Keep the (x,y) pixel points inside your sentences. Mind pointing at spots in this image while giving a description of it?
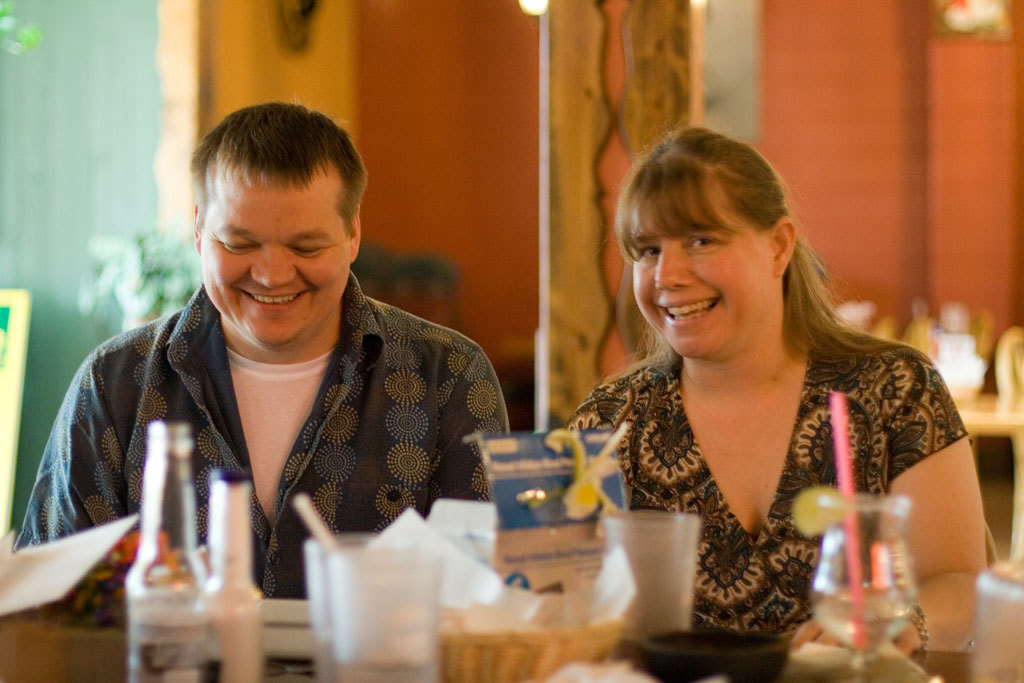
In this picture I can see there is a man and a woman (775,588) sitting on the chair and they have a table (317,667) in front of them. There are few glasses (347,564), tissues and other objects (234,632) placed on the table (81,646). In the backdrop (535,114) there is a wall (453,66) and it is blurred.
